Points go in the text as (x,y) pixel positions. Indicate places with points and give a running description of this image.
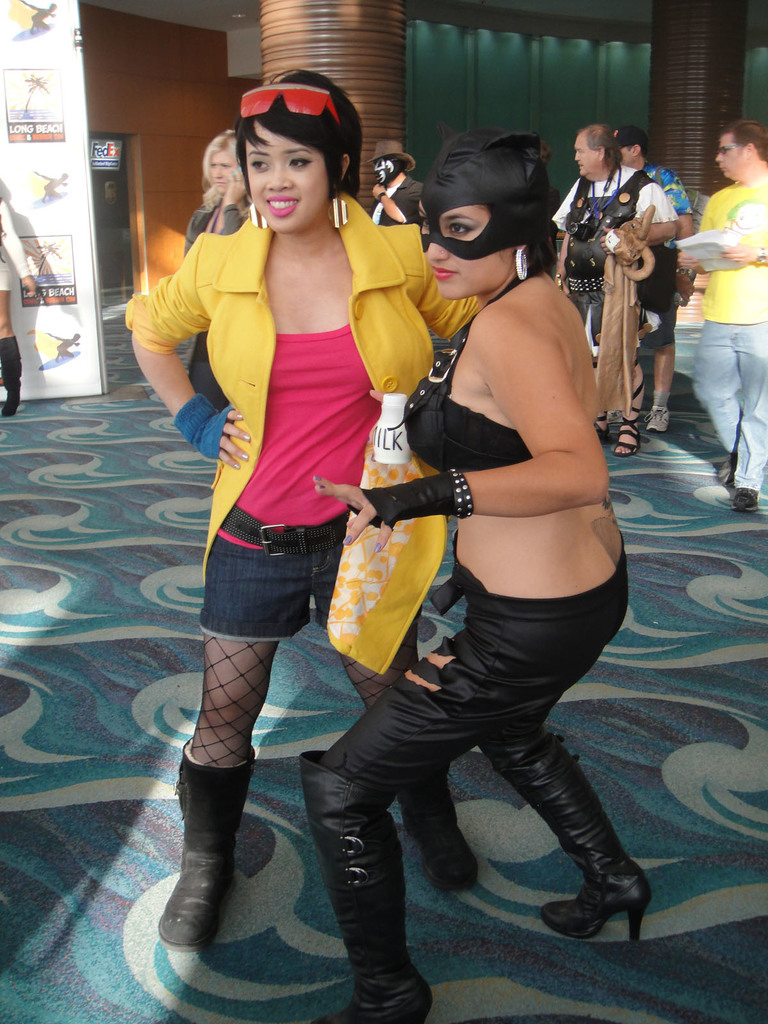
In this image we can see a group of people (586,351) standing on the ground (421,643). In the foreground (553,544) we can see two women (539,421) wearing costumes (562,664). One woman (319,199) is wearing goggles (311,108) on her head (296,147). In the background (30,83), we can see a poster (30,133) with some text (75,288) and some pictures (29,94), a building (142,147) with a door (125,212), two pillars (269,83) and some lights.
